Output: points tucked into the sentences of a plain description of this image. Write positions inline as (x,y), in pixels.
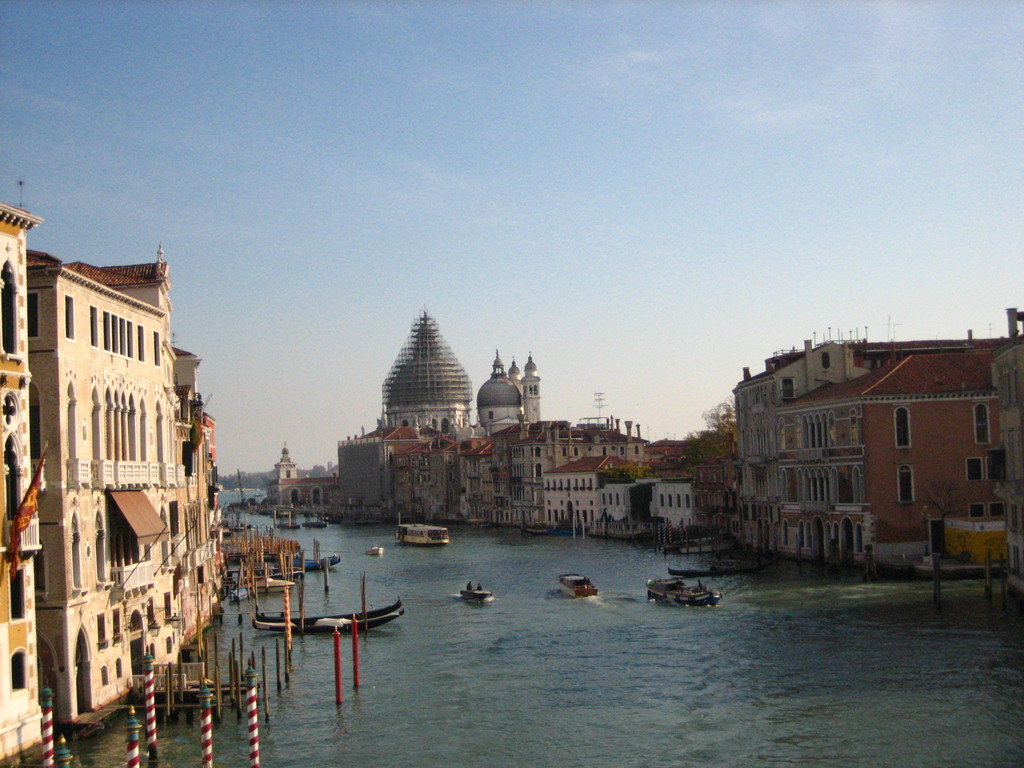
In this picture in the center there is water (645,668) and on the water (426,599) there are boats (688,597) sailing. On the left side (115,539) there are buildings (127,557), poles (207,704). On the right side (875,453) there are buildings (633,451).
